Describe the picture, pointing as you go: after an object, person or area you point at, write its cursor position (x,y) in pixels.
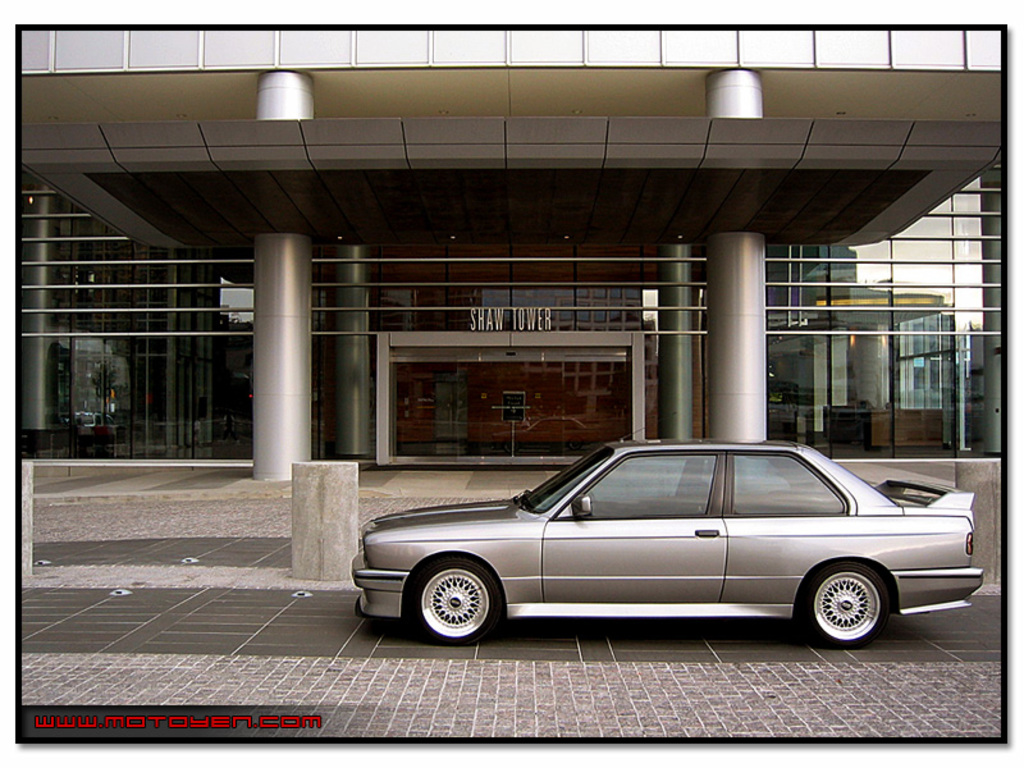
On the right side (754,554) there is a vehicle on the road (565,717). In the background (252,161) there is a building (91,142), glass doors (109,302), pillars (290,357), name board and through glass doors (455,369) we can see objects (853,339) and on the right side (936,306) on the glass doors (933,312) we can see reflection (926,299) of a building (899,298) and sky (931,254).
